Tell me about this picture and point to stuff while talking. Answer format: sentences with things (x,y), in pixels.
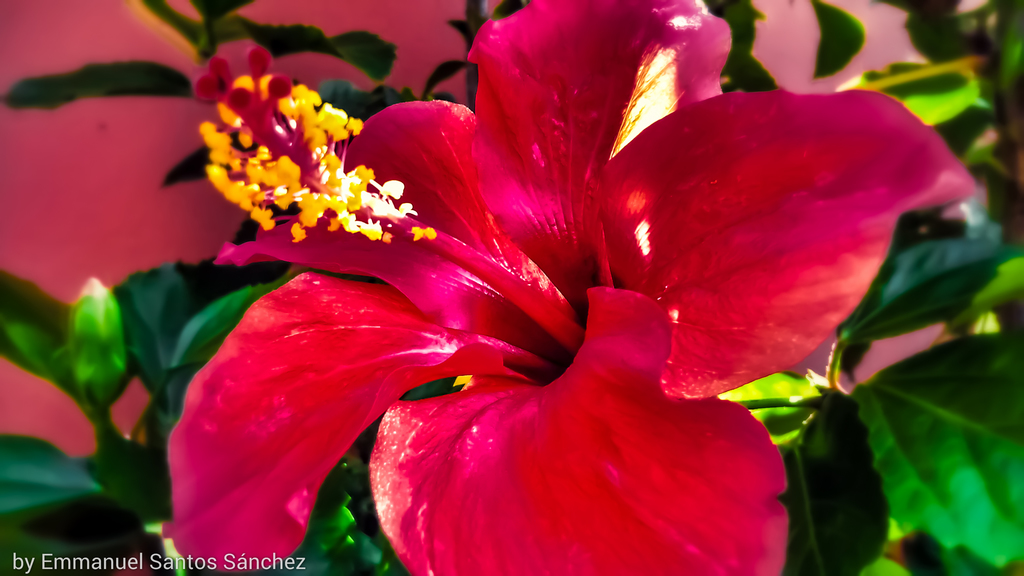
In this image, we can see a flower (678,467). Background (44,434) we can see so many green leaves (12,467) and wall (387,31). At the bottom of the image (144,560), we can see a watermark (135,566).
